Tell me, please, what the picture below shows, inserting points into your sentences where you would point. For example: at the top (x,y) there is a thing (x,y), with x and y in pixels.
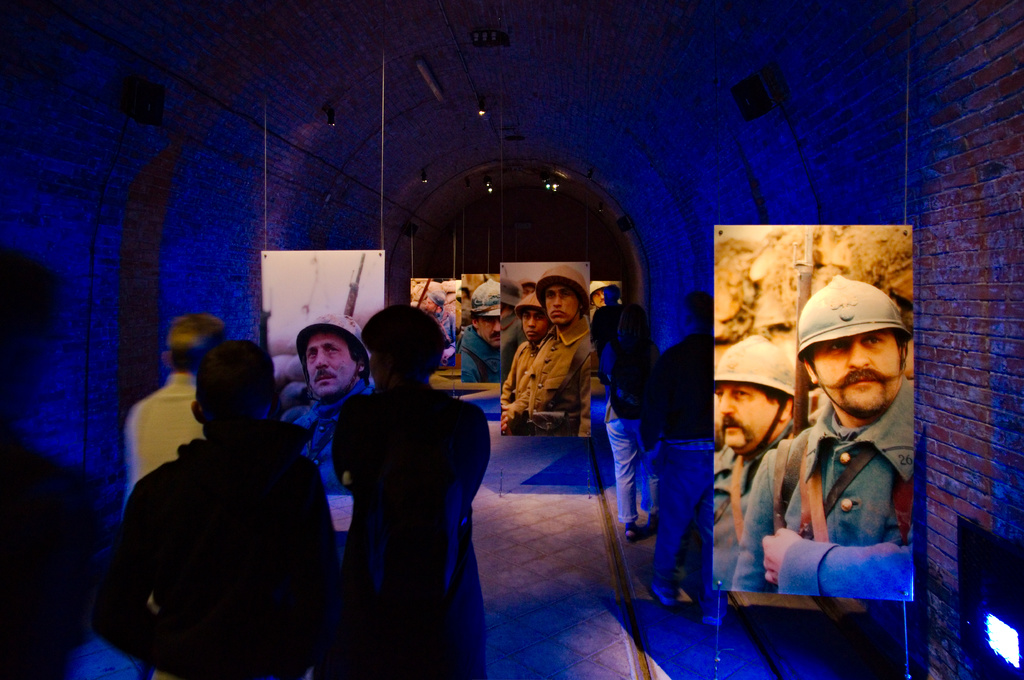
In this image on the right side (932,490) and left side (79,99) there is wall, and in the center (516,358) there are some boards (804,409). On the boards (516,358) there are some people (544,299) and also there are some people (631,407) in the center (385,447), and in the background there are some ropes (586,225) and lights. At the top of the image (452,63) there is ceiling (513,145) and some lights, and at the bottom (596,534) there is floor (592,486).
